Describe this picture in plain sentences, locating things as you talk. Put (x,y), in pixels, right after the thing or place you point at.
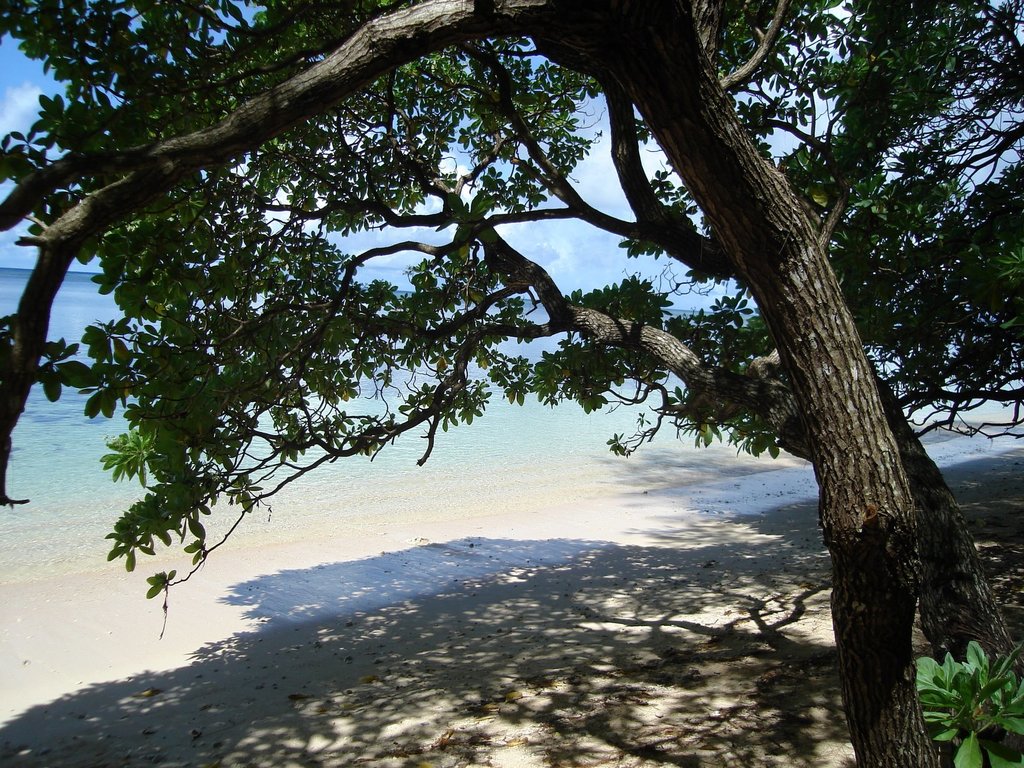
In the foreground of the image (477,643) we can see the sand (672,705) and shadow (608,705) of the tree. In the middle of the image (525,448) we can see sand (682,594) and water (469,460). Maybe this place is a beach (695,549). On the top of the image (590,56) we can see trees (394,199).
